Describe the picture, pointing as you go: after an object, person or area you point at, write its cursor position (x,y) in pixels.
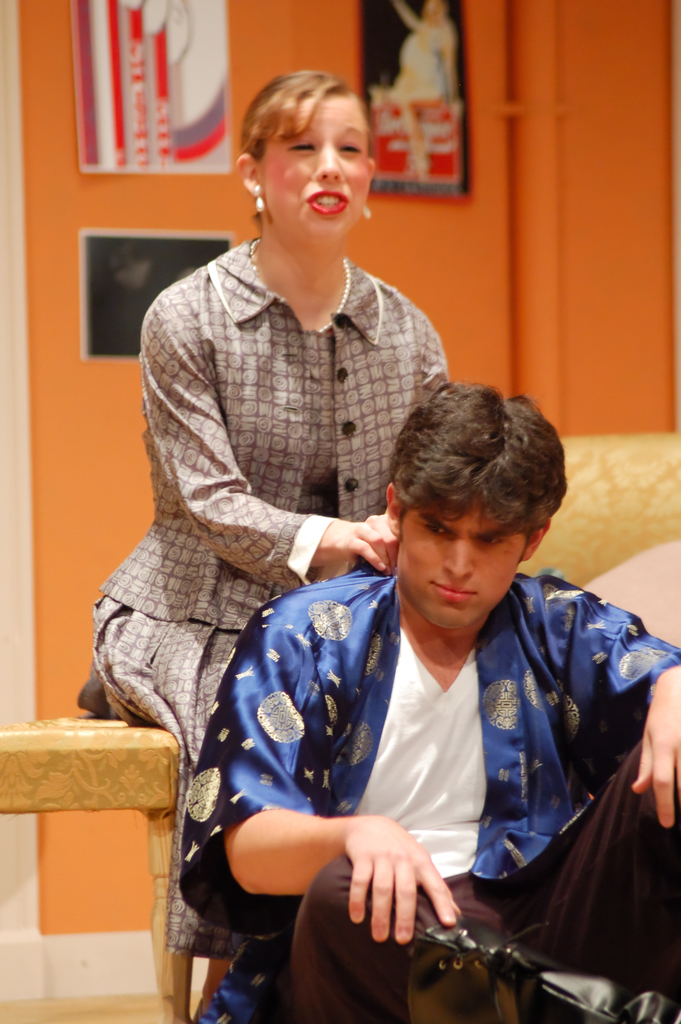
In this image we can see a man (460,596) sitting and we can also see a woman (182,591) sitting on the stool (58,770). In the background (211,32), we can see the frames (391,84) attached to the orange color plain wall (132,487). We can also see the tube (533,355).
